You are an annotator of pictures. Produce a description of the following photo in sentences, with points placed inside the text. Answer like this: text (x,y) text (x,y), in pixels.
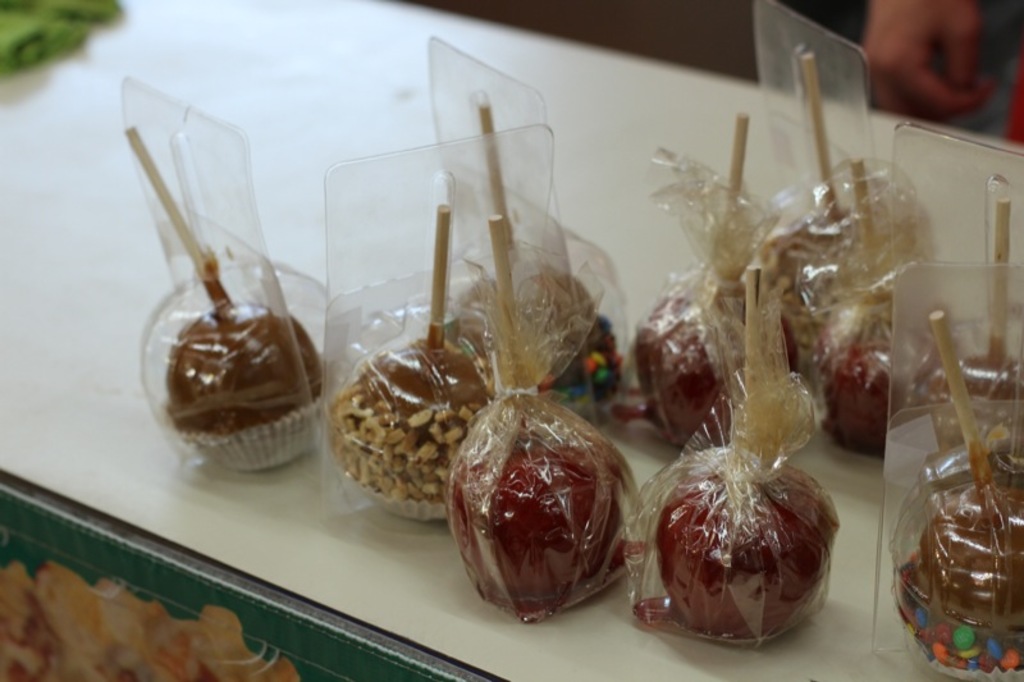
In this picture there are candies (429,396) on the table (227,4). At the top right (985,13) there is a person (968,58) standing behind the table (356,104). There is a green cloth (10,49) on the table (184,63).
